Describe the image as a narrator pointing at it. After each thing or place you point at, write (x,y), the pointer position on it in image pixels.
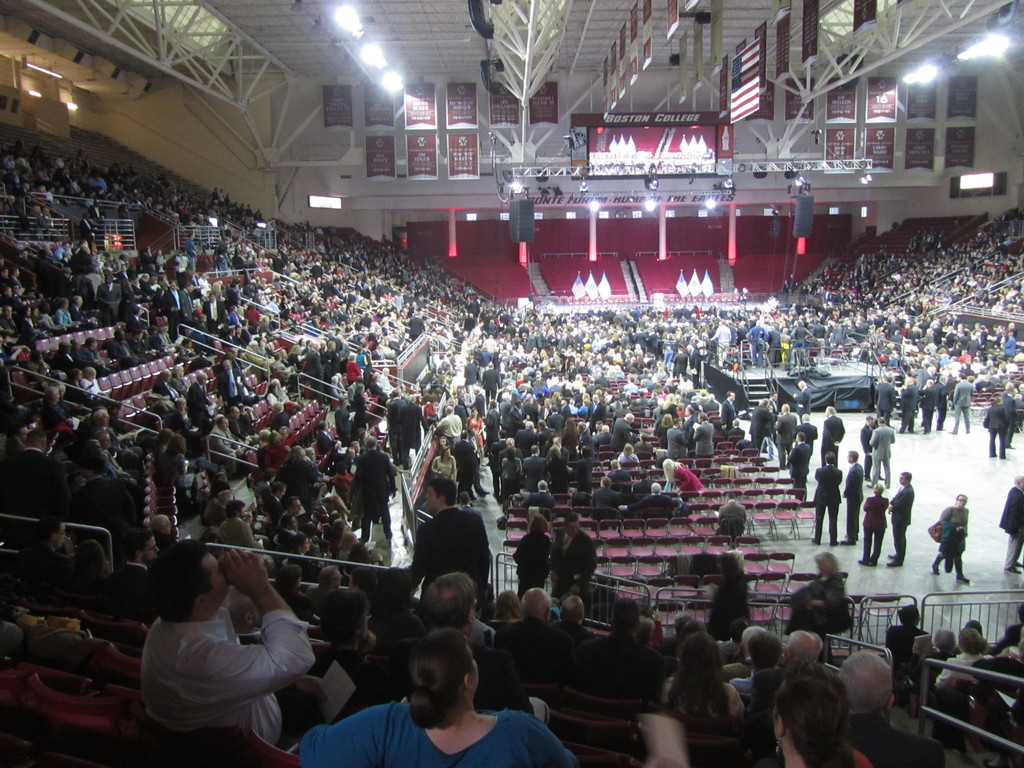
In the picture I can see people (395,389) among them some are sitting on chairs (793,582) and some are standing. In the background (347,44) I can see lights (377,58) on the ceiling (351,56), fence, chairs (677,574) and some other objects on the floor (492,497).
